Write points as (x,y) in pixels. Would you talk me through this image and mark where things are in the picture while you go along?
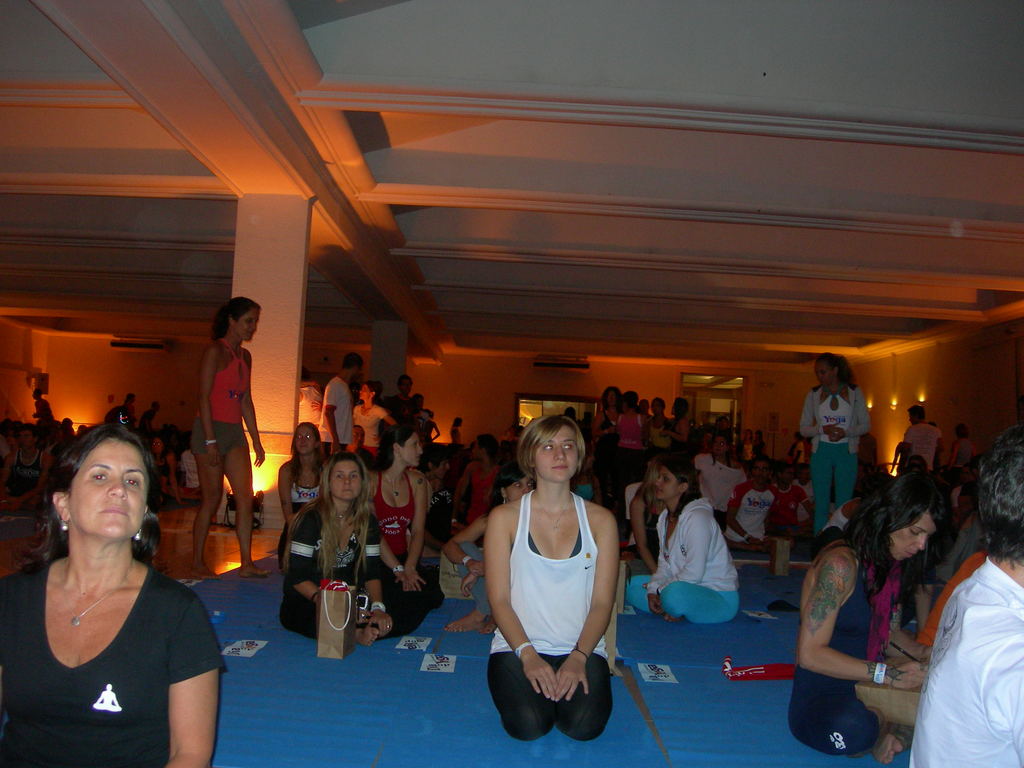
In the picture I can see a group of people (585,546) among them some are standing on the floor (462,654) and some are sitting. In the background (283,353) I can see pillars (279,400), lights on the wall (483,372), ceiling (459,334) and some other objects (328,642) on the floor (311,638).
